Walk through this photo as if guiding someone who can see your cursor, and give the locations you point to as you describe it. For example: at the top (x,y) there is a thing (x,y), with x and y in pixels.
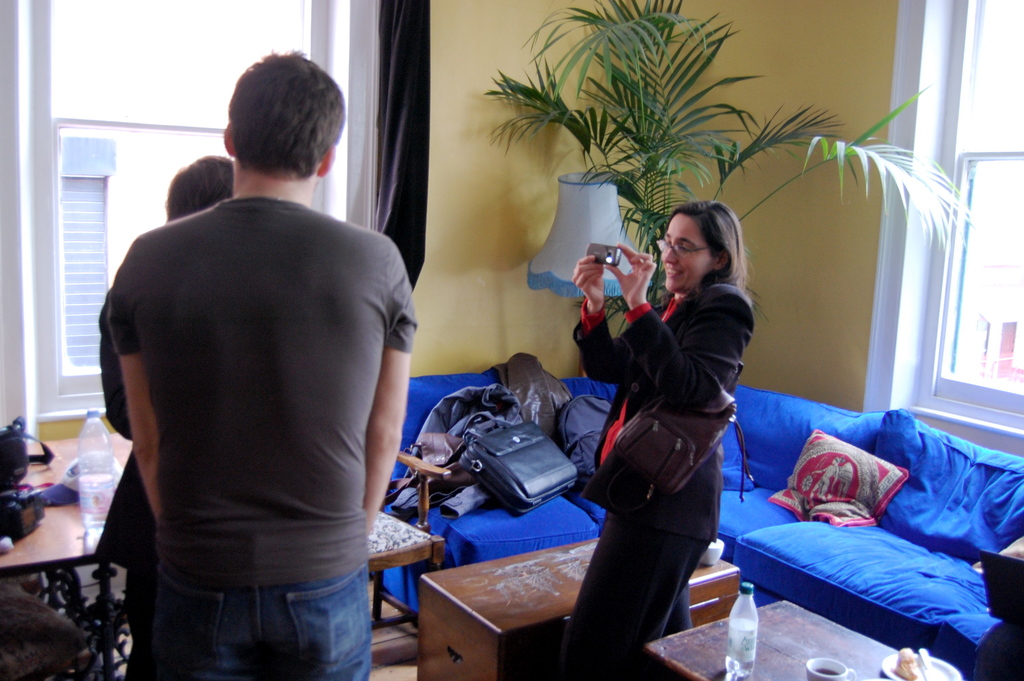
In this image I can see few people (291,380) where a woman (596,282) is holding a camera (609,253) in her hand (634,274). She is also carrying a bag (727,426). In the background (539,267) I can see a lamp (553,271) and a plant (623,28).
